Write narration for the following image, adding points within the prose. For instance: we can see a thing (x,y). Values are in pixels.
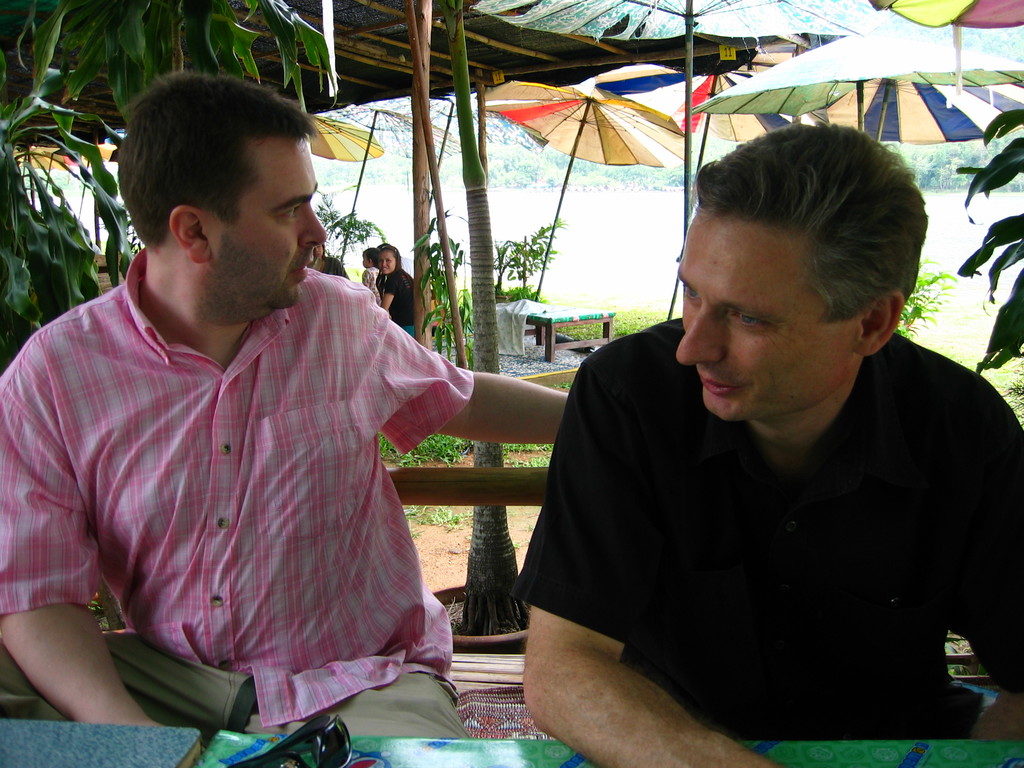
In this picture there is a man (206,450) who is wearing a pink checks shirt (218,411) and sitting on the chair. There is another man (868,560) who is wearing a black shirt (763,579). There is a goggle (336,751) and a book (164,757) on the table (557,767). There is a tree (69,85) at the background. There is a woman (400,278) who is wearing a black dress (396,279) and is sitting on the chair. There is a table (577,319). There is a plant (513,253). There is an umbrella (595,126).
